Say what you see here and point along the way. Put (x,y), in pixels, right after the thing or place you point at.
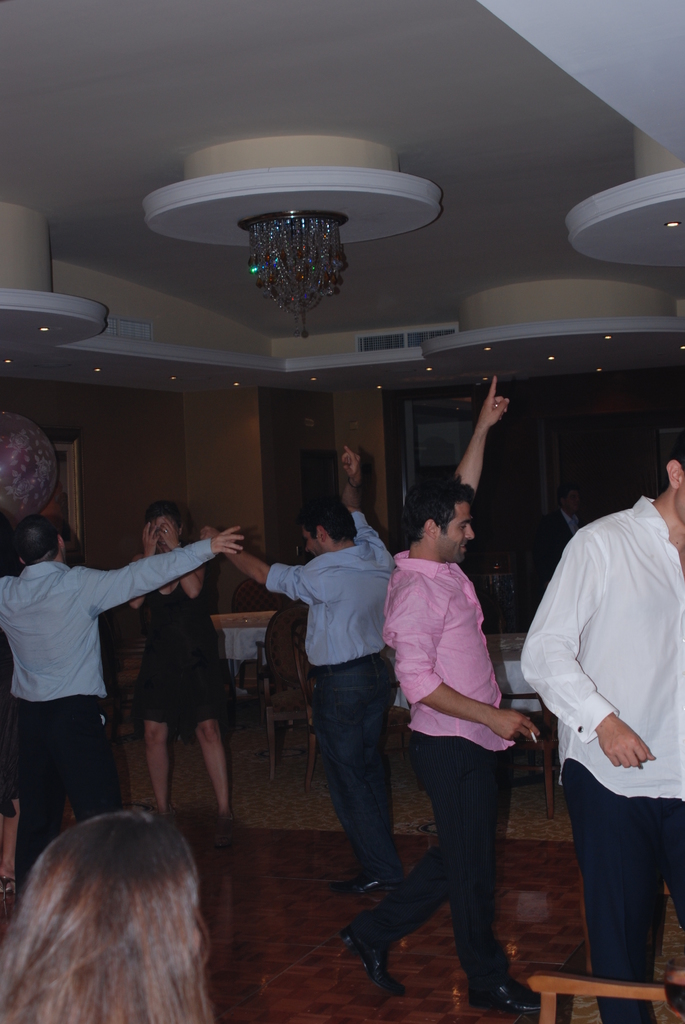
In this image, we can see people (181,634) performing dance and there are some chairs (555,735) and tables (521,643) and there is a wall (251,448). At the top (149,235), there is ceiling (271,173) and we can see some lights (289,251).
